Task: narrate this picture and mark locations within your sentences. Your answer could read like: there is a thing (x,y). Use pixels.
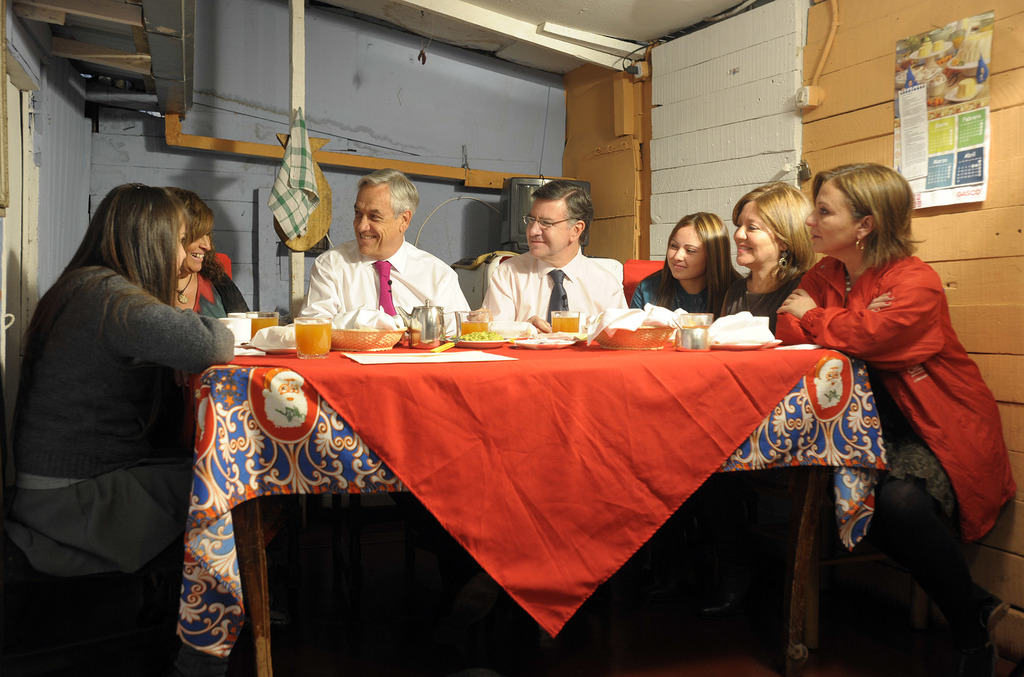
In this image there are group of people (784,314) sitting around a table (223,393). On the table (301,353) there are glasses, baskets (602,334) and plates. In the background (357,87) there is a wall (342,84) and a calendar (947,102).
